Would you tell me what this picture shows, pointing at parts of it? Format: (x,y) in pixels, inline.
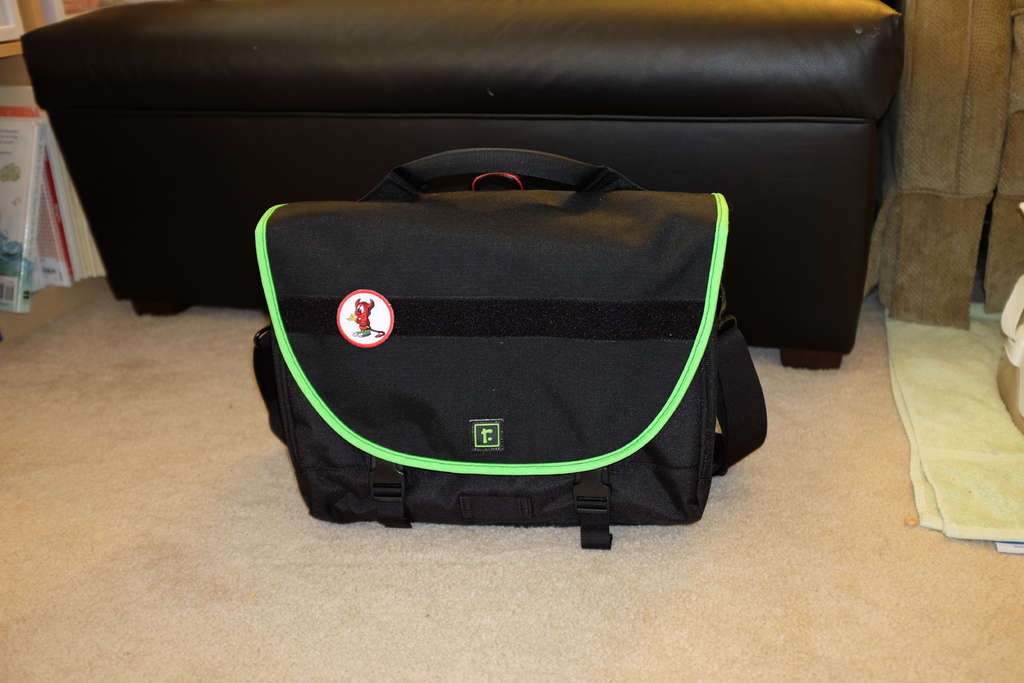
In this image we can see a bag (515,268) on the floor (518,654), and at back (725,105) here is the sofa (597,113), and here are the books (31,194).
